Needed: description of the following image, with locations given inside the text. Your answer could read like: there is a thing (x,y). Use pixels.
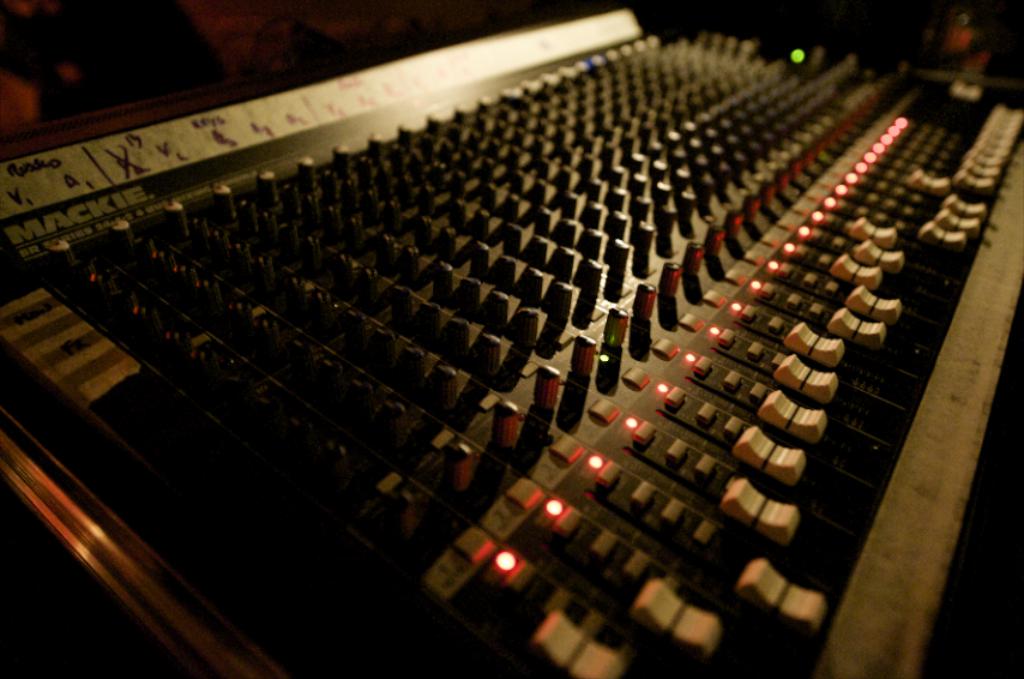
In this image we can see a mixing console (625,307) and a dark background (863,43).
